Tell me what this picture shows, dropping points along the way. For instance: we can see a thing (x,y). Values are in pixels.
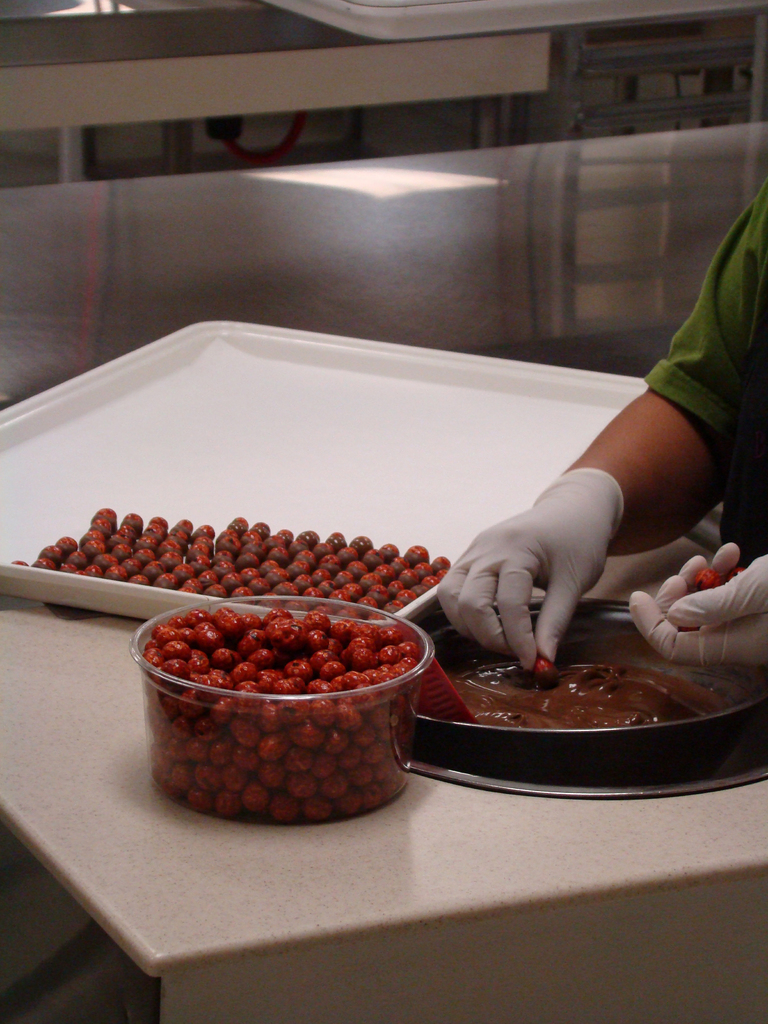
In this picture we can see a tray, bowls (361,691), food items (361,676) and these all are placed on a table (407,885), here we can see a person hands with gloves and in the background (342,121) we can see a wall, rods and some objects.
